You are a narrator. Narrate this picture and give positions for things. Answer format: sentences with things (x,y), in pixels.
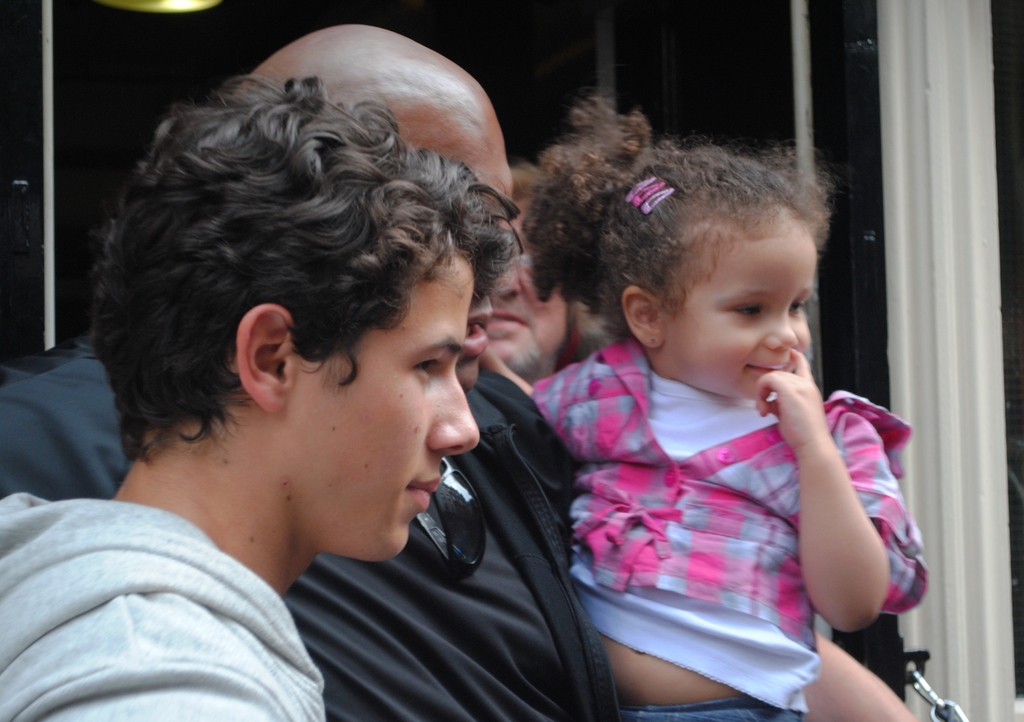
In this image we can see some persons (357,494). In the background of the image (600,76) there are persons (527,293) and other objects (685,31).
